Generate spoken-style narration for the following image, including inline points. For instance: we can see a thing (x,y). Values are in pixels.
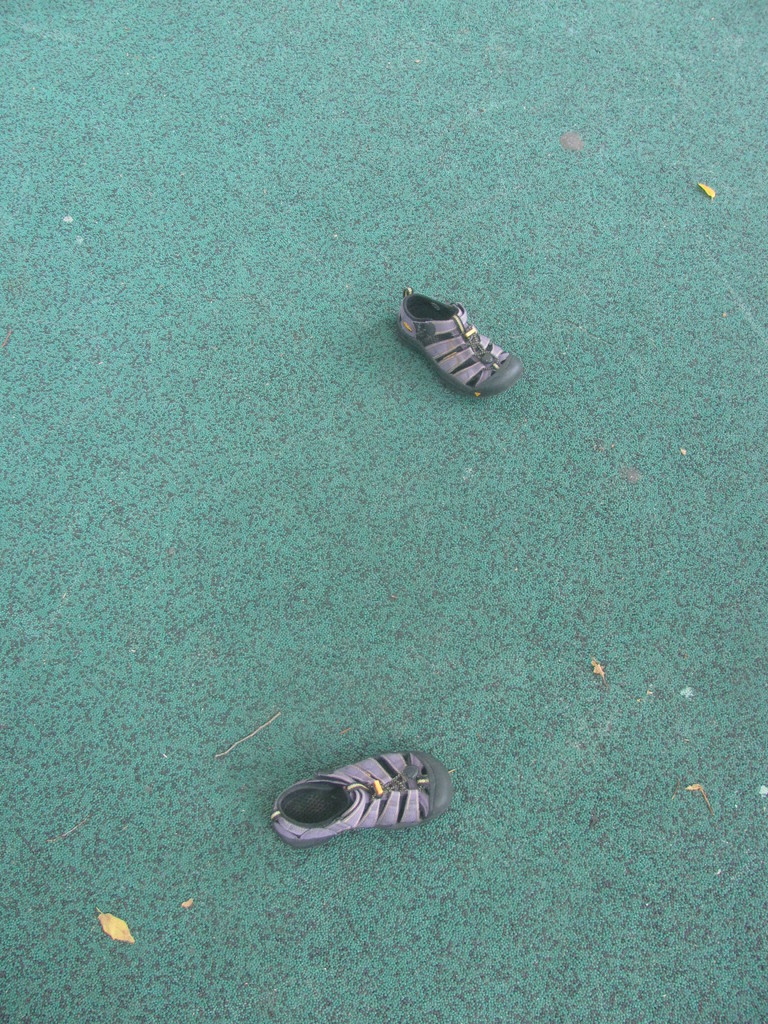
At the bottom of this image (406,757), there is a shoe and a dry leaf (119,921) on a surface (241,796). At the top of this image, there is a shoe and a dry leaf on the surface (374,57). And the background (180,61) is blue and gray color combination.
